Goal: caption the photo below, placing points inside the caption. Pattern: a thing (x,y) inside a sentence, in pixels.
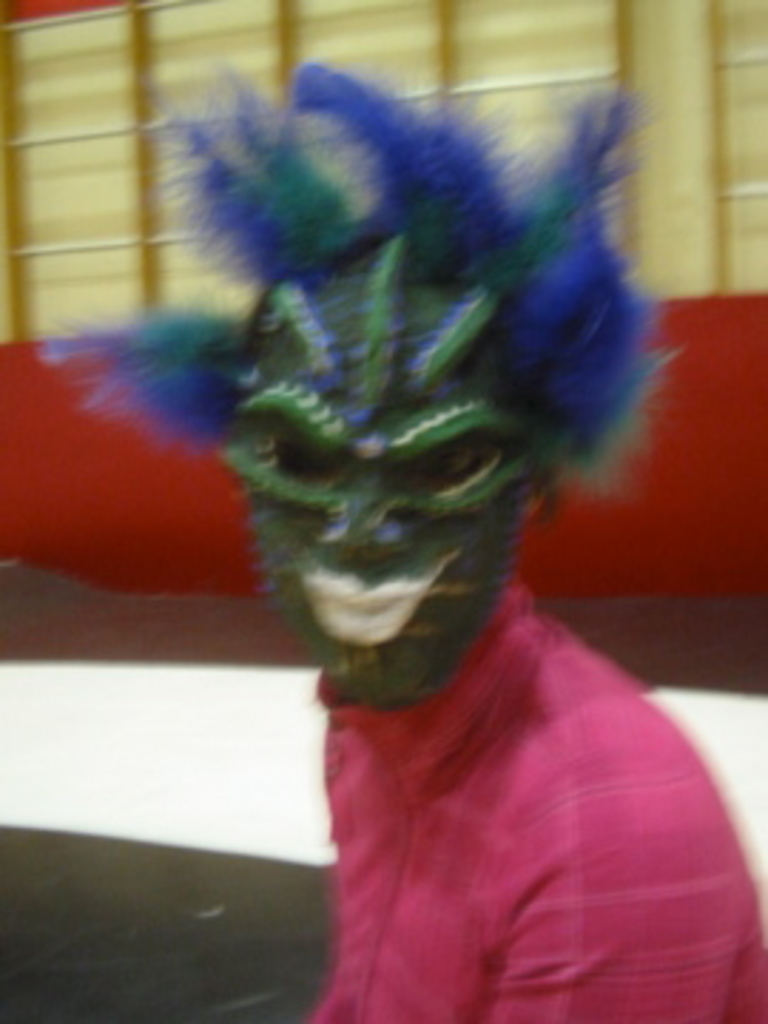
In this image there is a person (389,879) in the middle (329,511) who is having a mask (357,482) to his face (357,445). In the background (671,386) there is a wall (670,420).
